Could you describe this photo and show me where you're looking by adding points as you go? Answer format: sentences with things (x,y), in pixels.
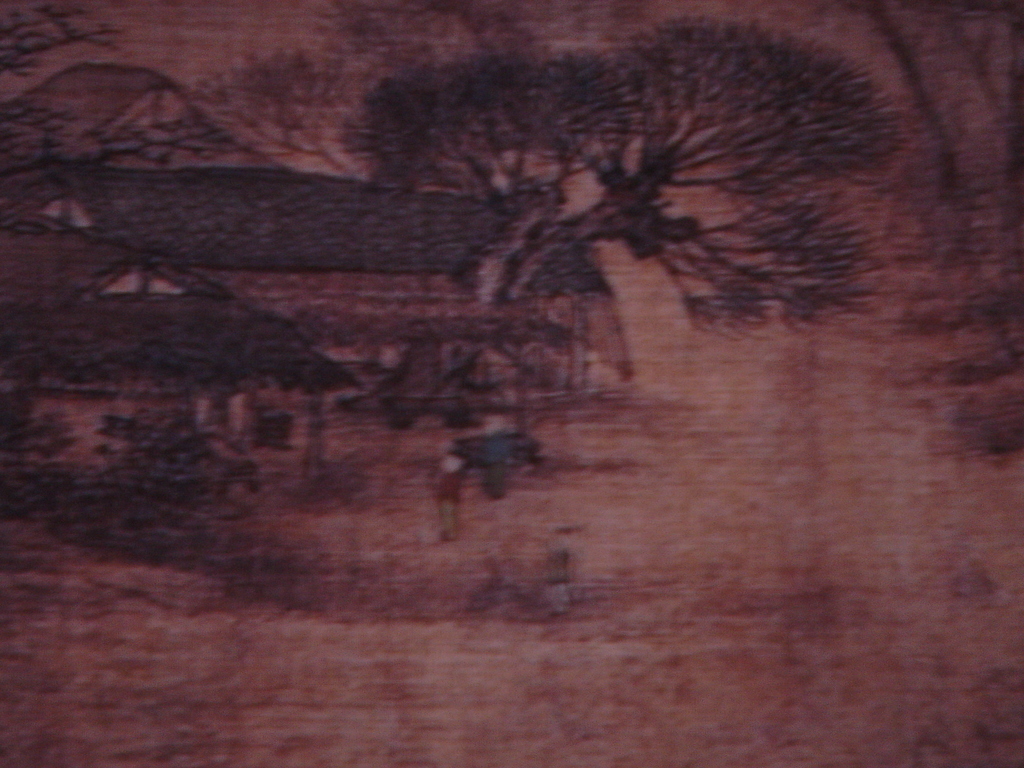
This picture is dark and slightly blurred where we can see an art (441,318) of houses (350,332) and trees (770,160) which in brown color.
